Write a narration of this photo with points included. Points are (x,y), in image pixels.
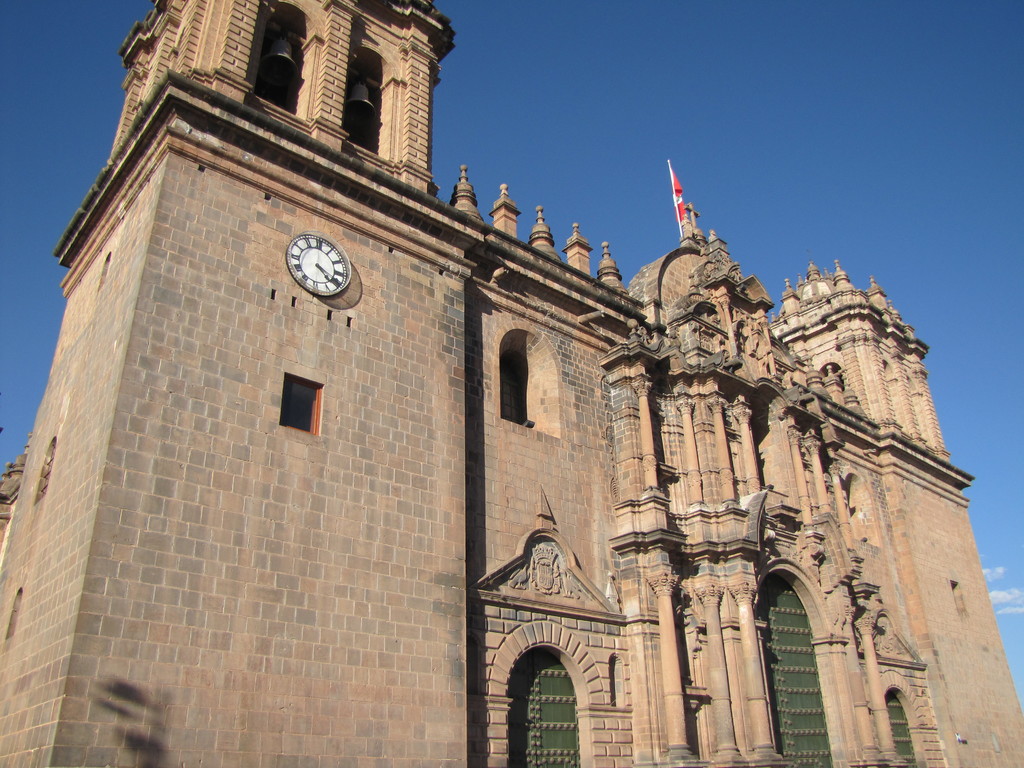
This picture is clicked outside. In the center (561,412) we can see a building (466,400) and we can see a flag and we can see the clock (306,262) and the bells (281,61) hanging on the building (294,115). In the background (627,105) we can see the sky (729,95) and some other objects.
